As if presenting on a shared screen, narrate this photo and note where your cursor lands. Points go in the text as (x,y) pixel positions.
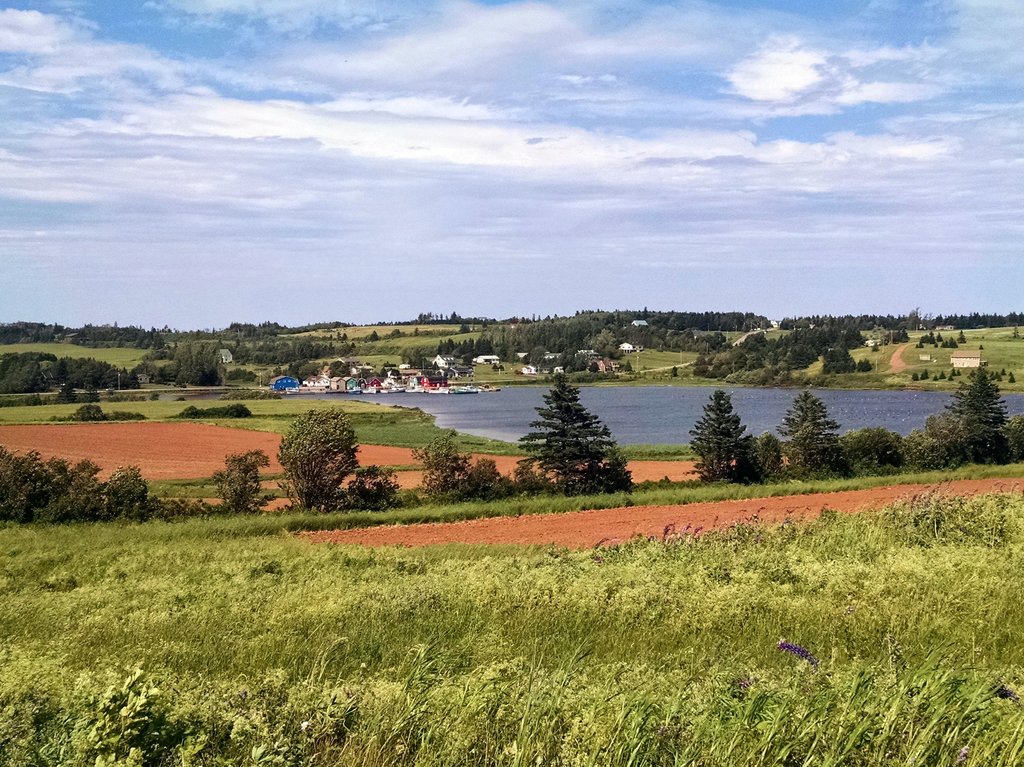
In this picture we can see few plants (524,569) and trees (764,479), in the background (743,412) we can find water (752,421) and few houses (458,373).
